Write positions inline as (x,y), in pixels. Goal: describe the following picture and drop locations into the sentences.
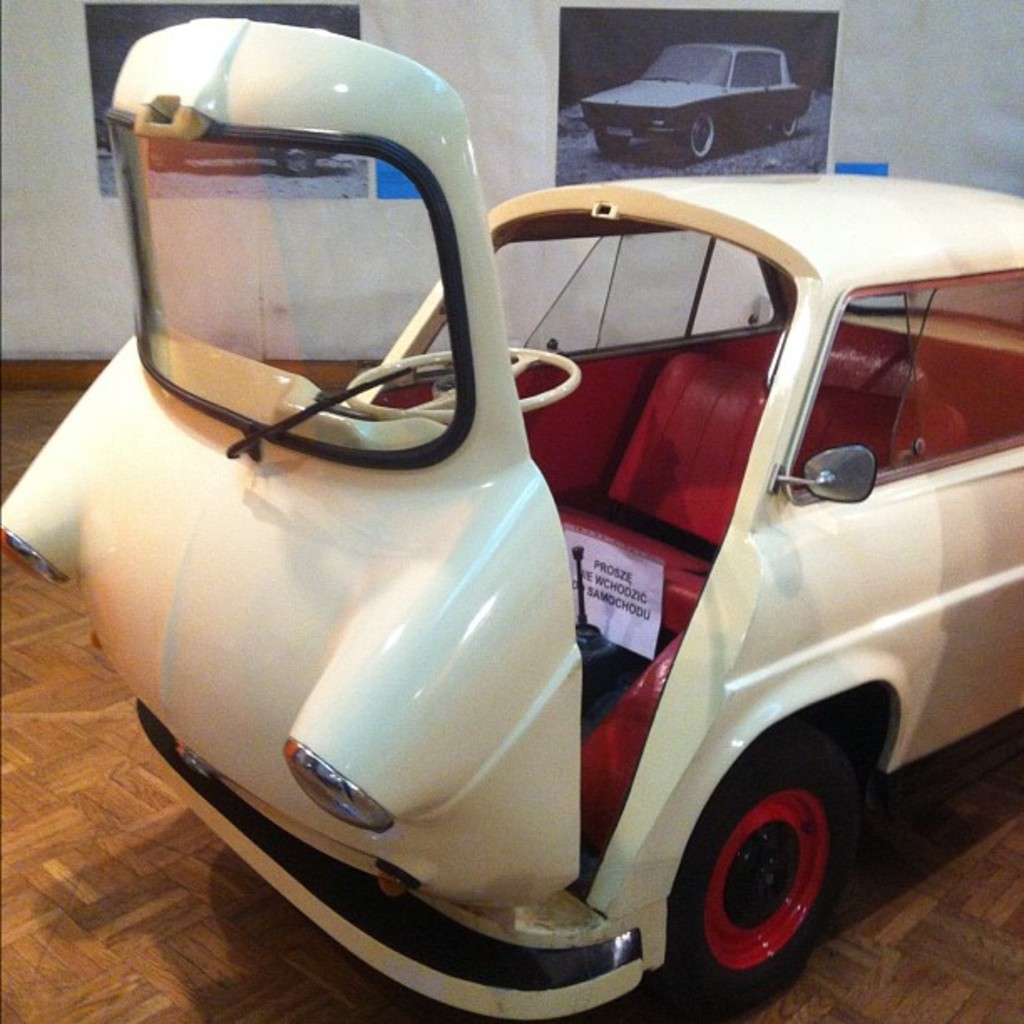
In this image we can see a white car (645,420), there are posters (620,25) with some texts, and images (287,169) on it, also we can see a wall (509,84).
